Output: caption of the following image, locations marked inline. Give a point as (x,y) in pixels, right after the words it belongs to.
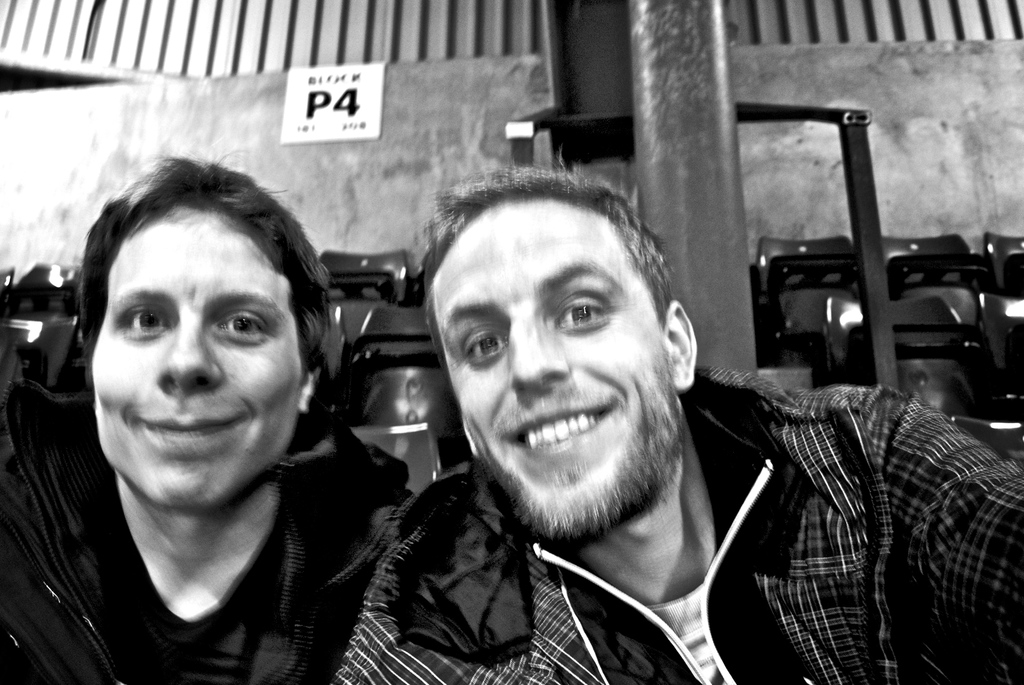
This image consists of two persons (541,542). In the background (1019,332), there are seats (1004,333). In the middle (674,263), there is a pole (682,51). And we can see a wall (429,129) on which there is a poster (345,132). Both are wearing jackets (336,669).
